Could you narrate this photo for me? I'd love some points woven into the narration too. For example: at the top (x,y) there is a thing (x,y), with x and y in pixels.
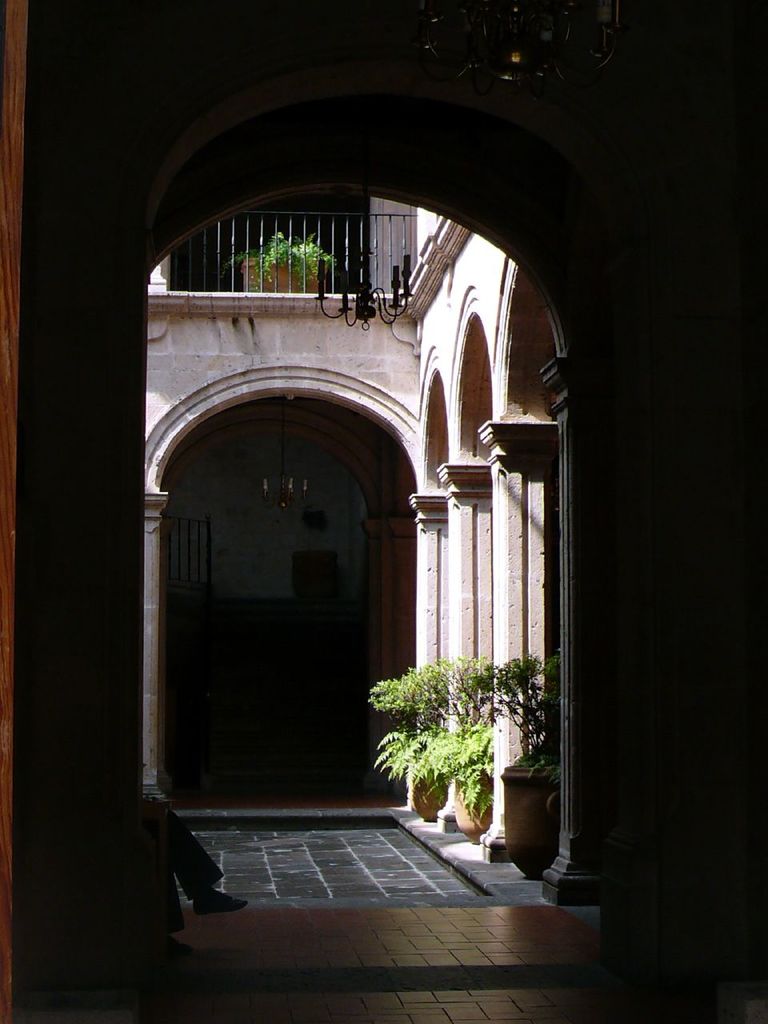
In this picture we can see an inside view of a building (519,889), here we can see a person's legs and houseplants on the floor (429,958).
